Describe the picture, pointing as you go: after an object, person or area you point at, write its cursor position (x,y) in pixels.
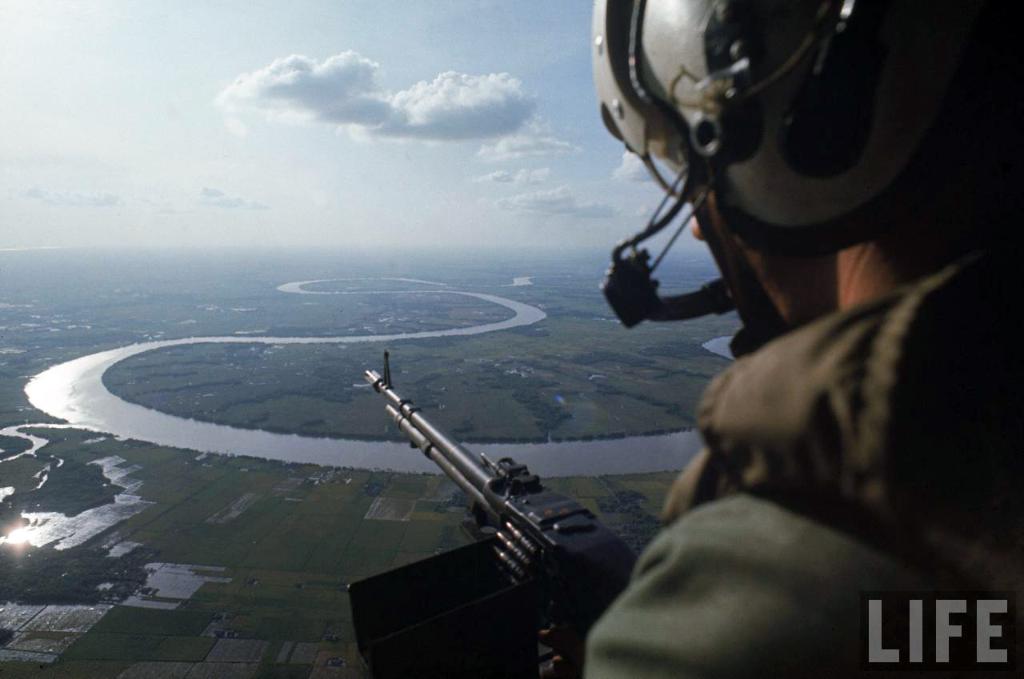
In this image I can see a person (705,579) and a gun (529,550) in the front (529,550). I can see this person (814,265) is wearing a white colour helmet (803,159) and a jacket (654,559). In the background (244,382) I can see water (33,444), grass (97,672), clouds (646,169) and the sky (98,214). On the bottom right corner (986,658) I can see something is written.
